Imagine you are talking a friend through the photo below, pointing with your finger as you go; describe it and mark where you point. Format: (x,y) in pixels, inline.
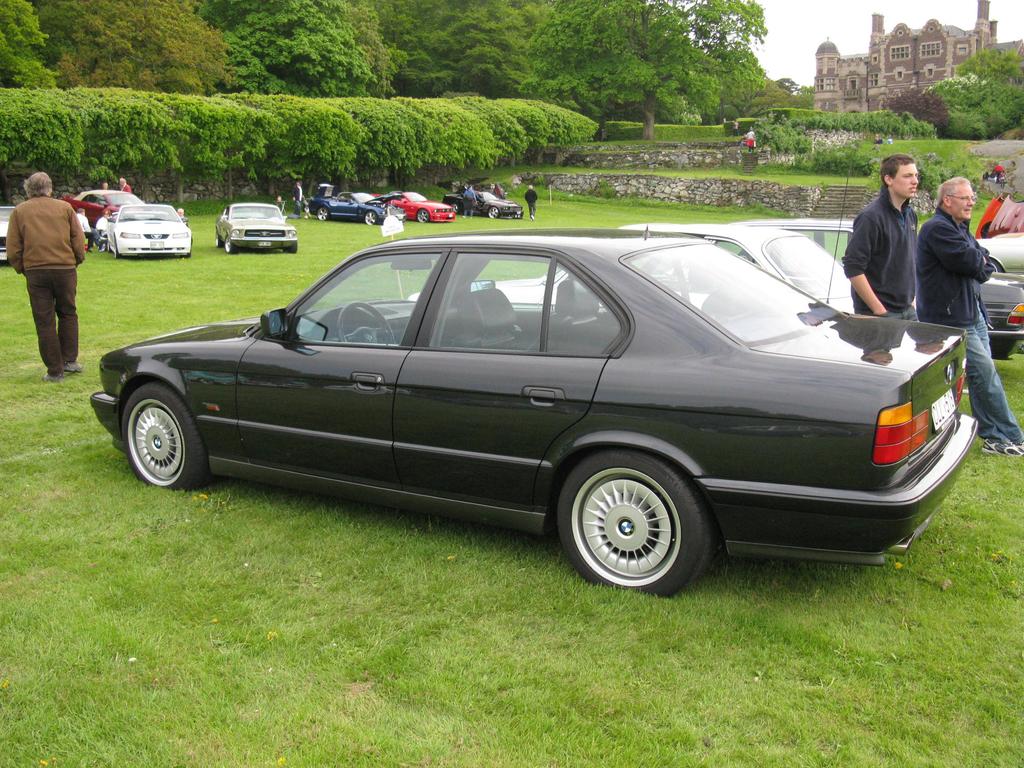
In the background (878,16) we can see the sky (867,8) and a building (878,16). In this picture we can see the trees (970,73), green grass (182,263), vehicles (506,240), people (972,263) and objects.
